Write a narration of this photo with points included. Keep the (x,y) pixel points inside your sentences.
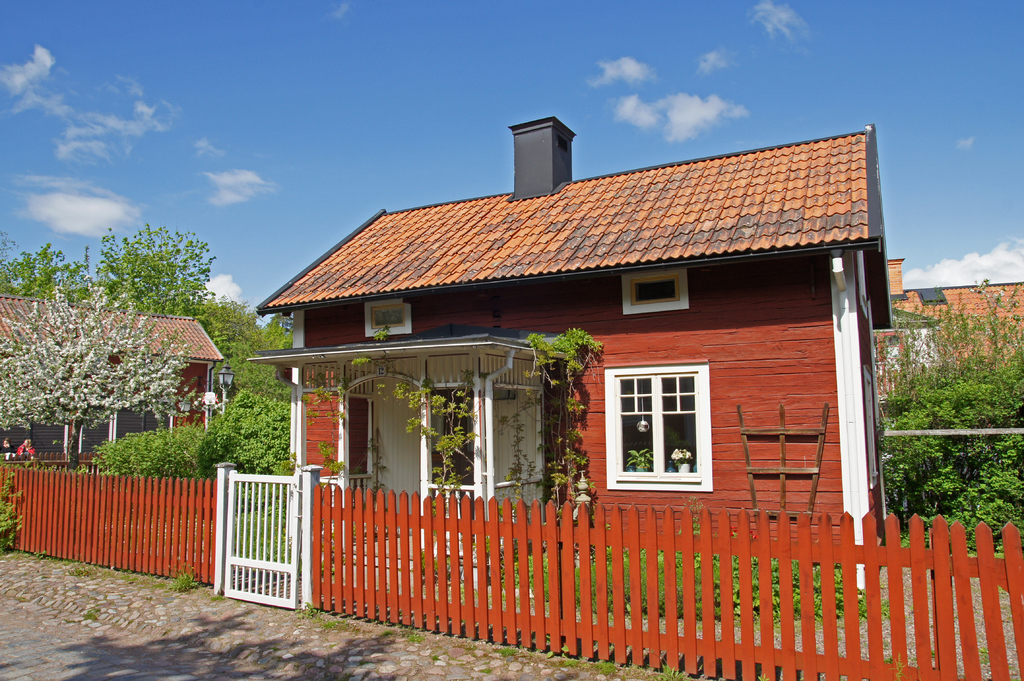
In this picture we can see the ground (293,672), beside this ground (249,666) we can see a fence (347,552), houses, trees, people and in the background (418,123) we can see sky (418,123) with clouds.
